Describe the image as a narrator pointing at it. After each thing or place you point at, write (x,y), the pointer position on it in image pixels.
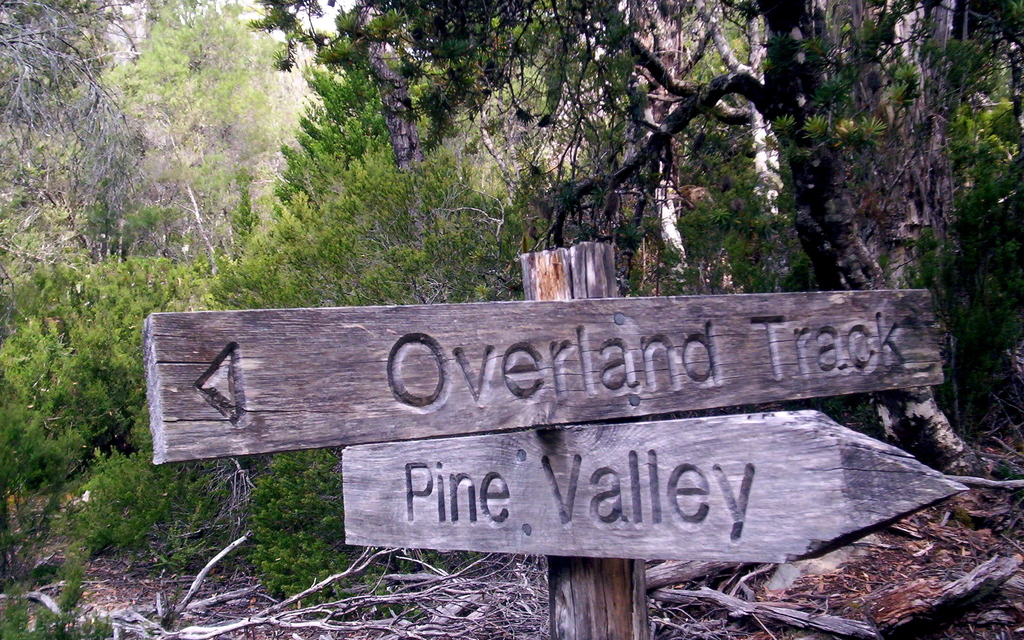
In this picture we can see boards (598,393) attached to a wooden pole (567,283) and stems (368,590). In the background of the image (392,186) we can see trees (747,89).
